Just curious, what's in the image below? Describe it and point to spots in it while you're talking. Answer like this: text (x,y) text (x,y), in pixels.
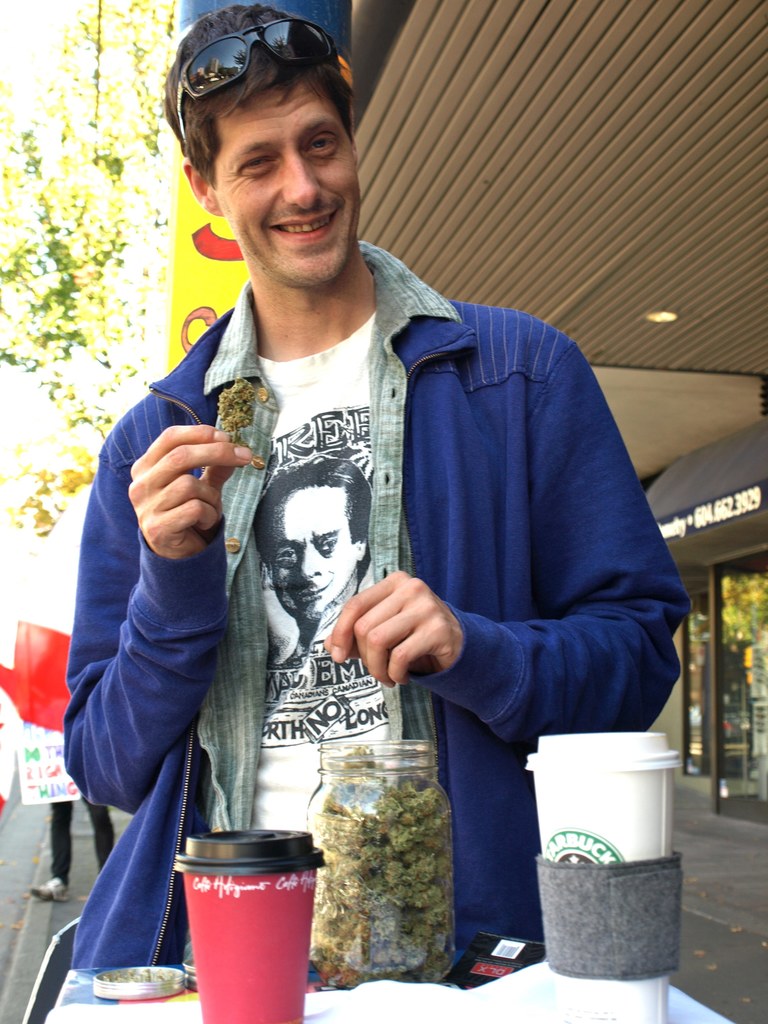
In this image there is a man (327,395) in the middle (327,395) who is standing on the floor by holding an object (229,426) in his hand (192,492). In front of him there is a table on which there are two cups (291,925) and a glass jar (440,881). Behind him there are trees (39,348). On the right side (738,674) it seems like a door (713,674). At the top (569,166) there is ceiling (604,232) with the light (658,314). On the left side (66,846) bottom there is another person (68,832) standing on the footpath (81,858).
